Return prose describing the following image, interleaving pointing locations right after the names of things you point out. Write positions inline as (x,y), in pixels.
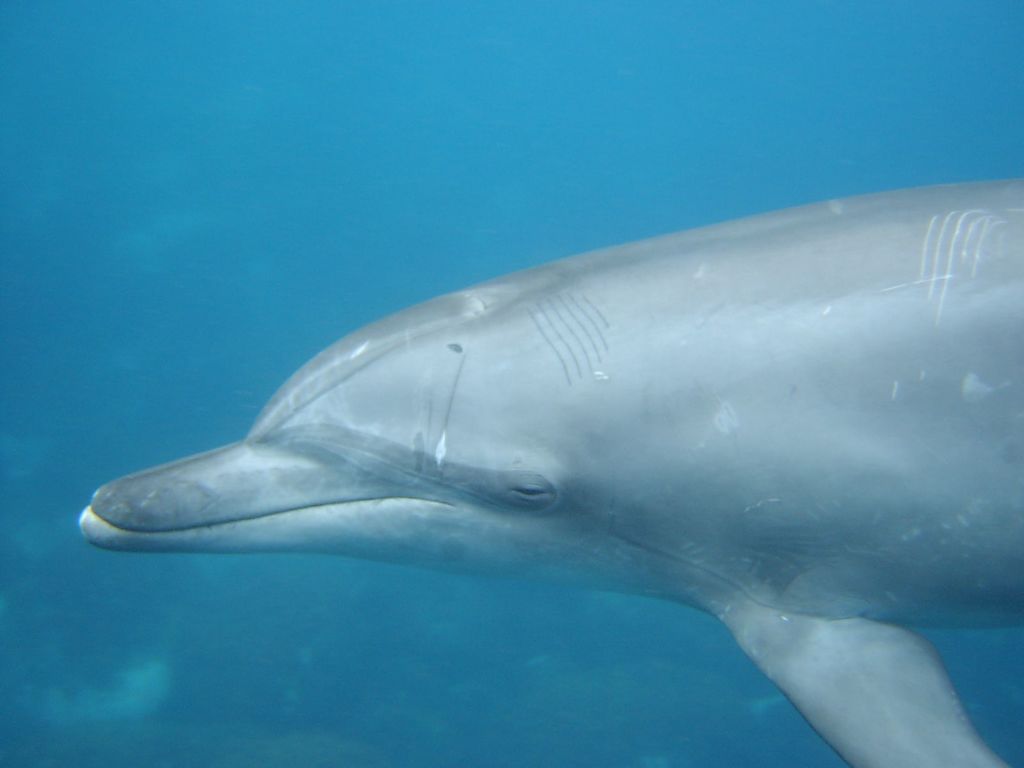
In this image I can see an aquatic animal (488,417) which is in grey color. In the back (227,296) I can see the blue water (242,279).
